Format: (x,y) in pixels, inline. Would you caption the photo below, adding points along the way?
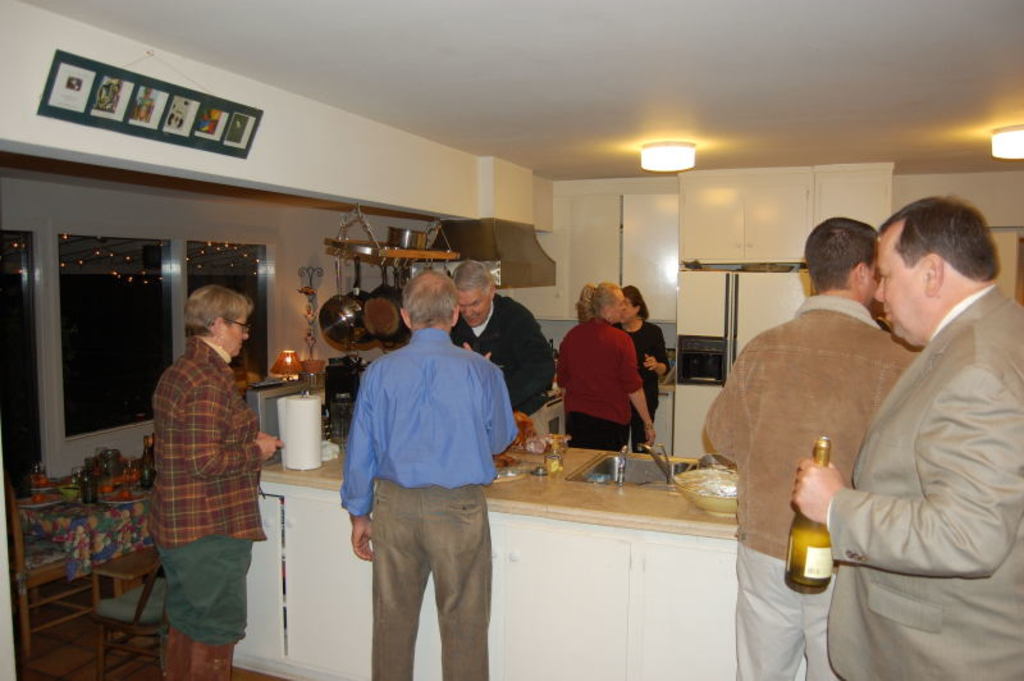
There are group of people (499,384) standing and there is a table (584,461) in front of them, Which has some eatables (711,479) on it.
